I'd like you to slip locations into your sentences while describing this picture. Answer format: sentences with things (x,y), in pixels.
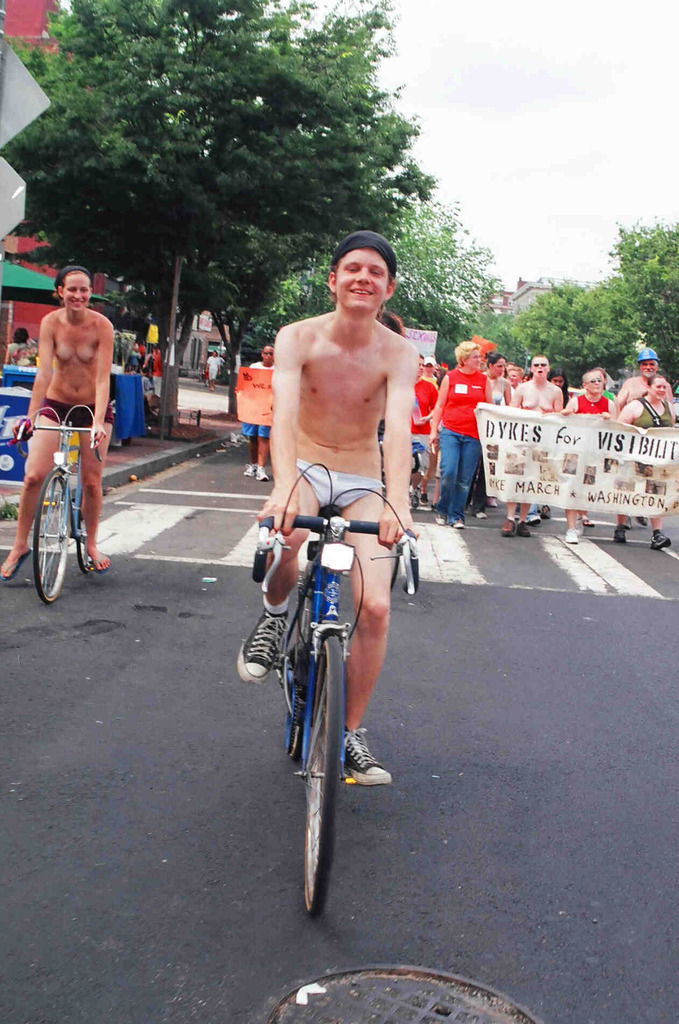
In this image we can see a man (303,428) riding the bicycle (313,815) on the road (295,763). There are few people (462,414) in the background (524,371) and also trees (203,190).
